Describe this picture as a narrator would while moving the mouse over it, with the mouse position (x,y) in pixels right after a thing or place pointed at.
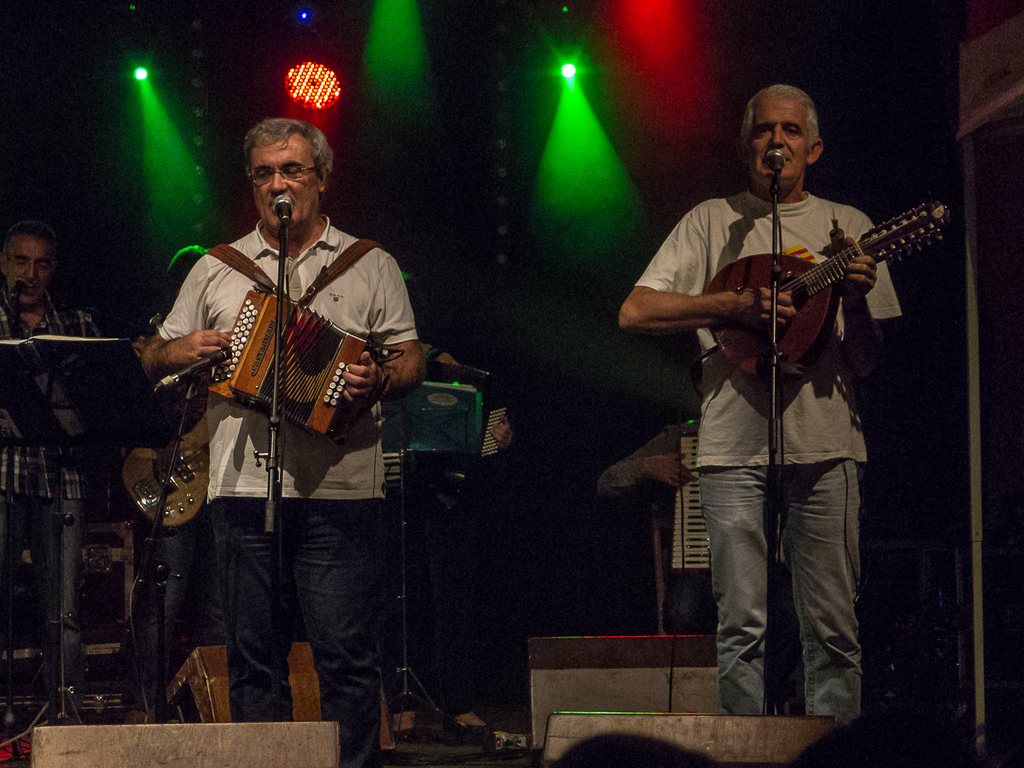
In this image i can see a group of people (880,280) holding musical instruments (728,338) in their hand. I can see microphones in front of them, and in the background (556,90) i can see colorful lights (390,78).
